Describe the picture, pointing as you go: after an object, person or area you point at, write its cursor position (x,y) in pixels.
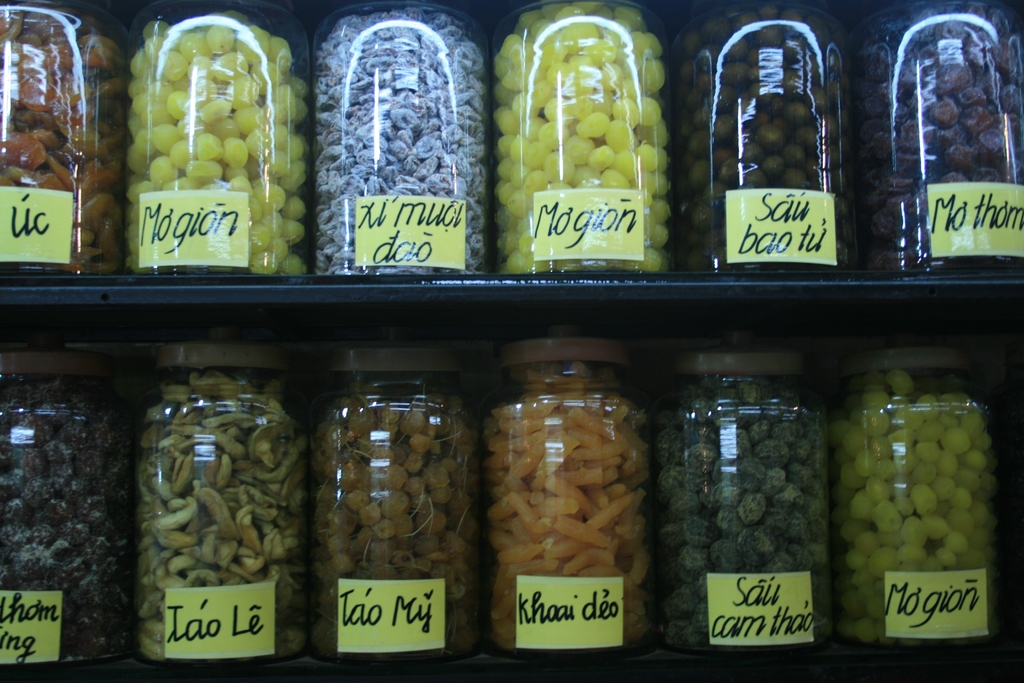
In this image, we can see few containers (92,191) that are filled with some food items (958,560). Here we can see some stickers (569,626) on the containers (92,552). These are placed on the racks (536,317).
